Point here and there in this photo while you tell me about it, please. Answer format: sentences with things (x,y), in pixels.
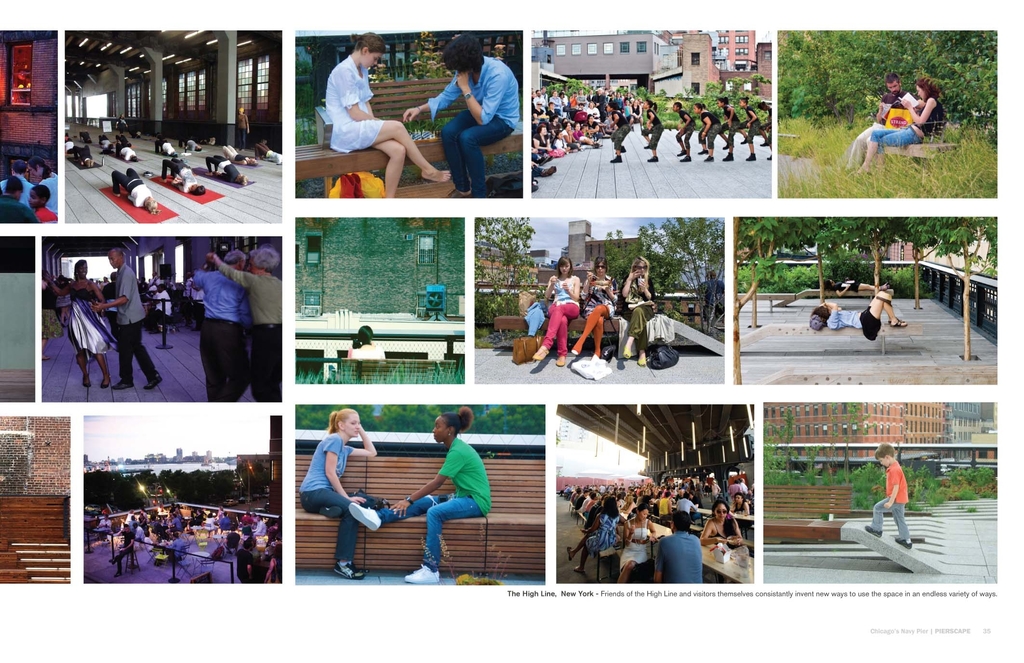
In this image I see collage of many pictures and I see number of people (498,113) and I see that few of them are sitting, few of them are lying and rest of them are standing and I see the plants (835,476), trees (773,468), buildings (537,57), path (177,398) and the sky (137,427).
